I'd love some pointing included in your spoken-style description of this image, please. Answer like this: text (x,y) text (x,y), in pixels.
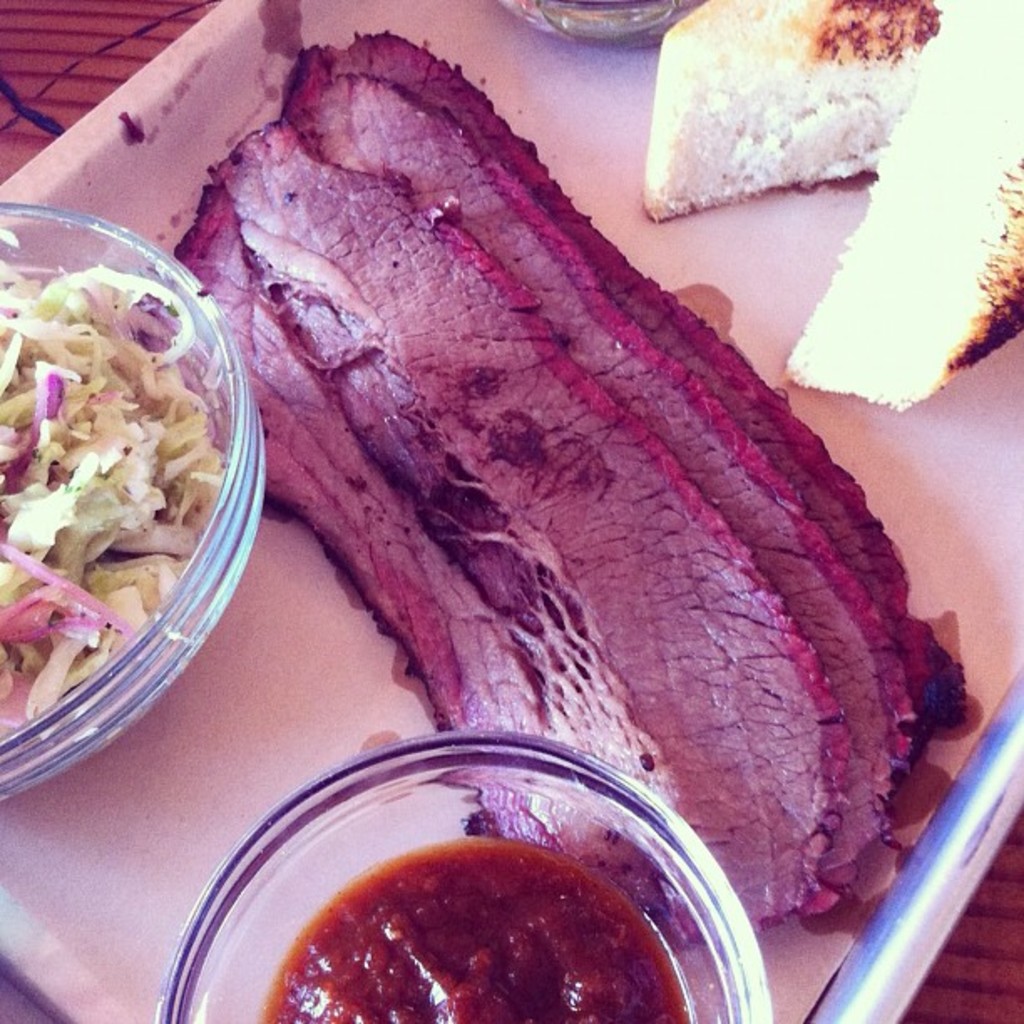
In the foreground of this image (325,242), there is a platter (957,440) on which meat (568,382), a bowl (158,639) full of salad (76,539), a sauce (505,914) in a bowl (582,893), and two bread pieces (851,174) placed on it.
